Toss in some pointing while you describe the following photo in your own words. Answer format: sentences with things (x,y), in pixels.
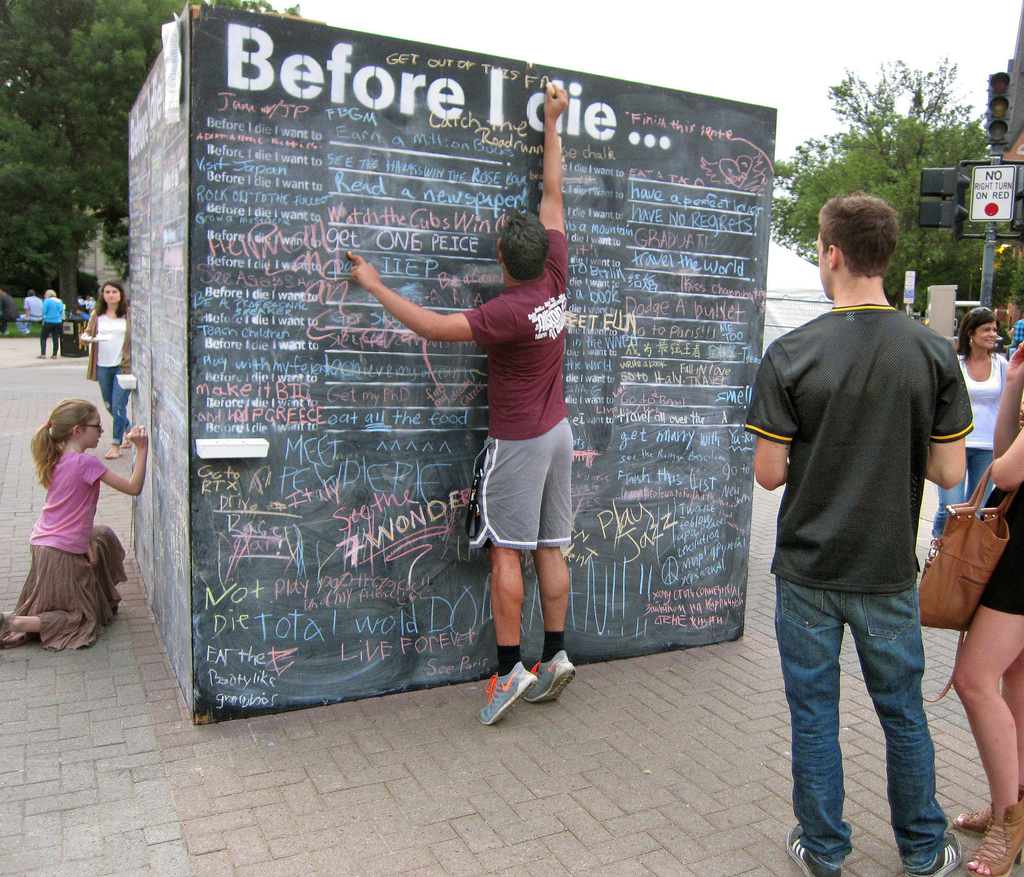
In this image I can see two persons (73,585) writing on the boards (374,369). There are few other people (884,506), there are trees (945,102), there is a name board (982,205) and also there are some objects (937,169). And in the background (787,107) there is sky (787,107).
